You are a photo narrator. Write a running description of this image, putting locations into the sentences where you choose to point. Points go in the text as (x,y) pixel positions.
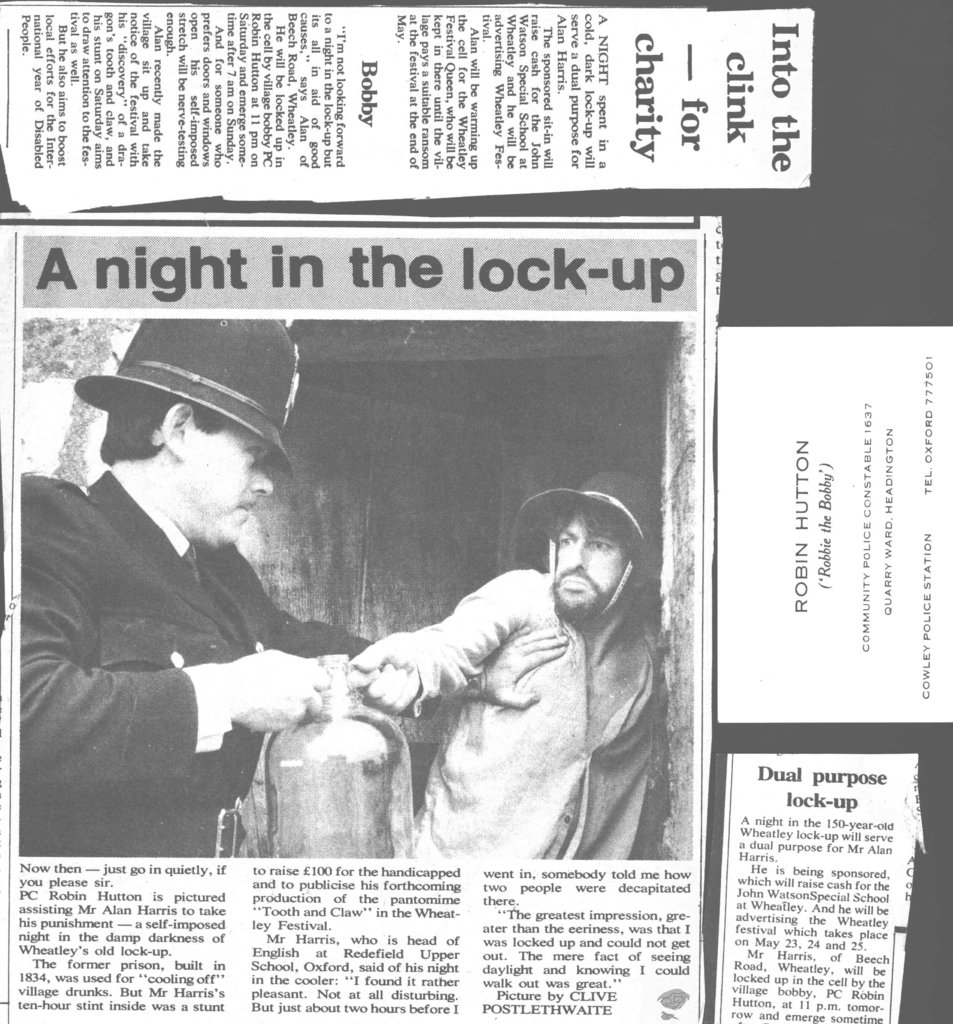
In this image, we can see there are newspaper pieces (589,472) and a poster (852,521), having texts (660,108), one of them is having an image (97,522) pasted on a surface (894,240). In the image, we can see there are two persons (597,667) holding a glass jug (314,770). And the background of this image (884,225) is gray in color.
